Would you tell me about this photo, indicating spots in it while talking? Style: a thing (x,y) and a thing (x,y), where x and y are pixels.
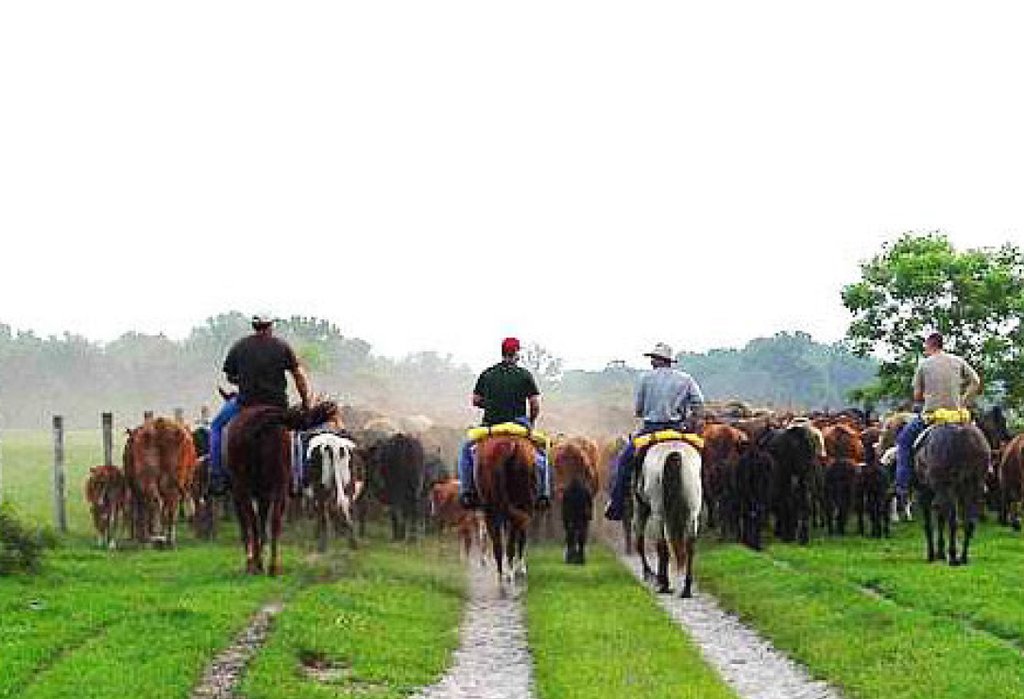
In this image there is the sky (392,212) truncated towards the top of the image (453,190), there are trees (390,365), there is a tree (33,375) truncated towards the left of the image (23,364), there is a tree (936,287) truncated towards the right of the image (961,264), there are horses (245,453), there are persons (922,398) on the horses (945,471), there is grass (292,615) truncated towards the bottom of the image (103,667), there is grass (114,677) truncated towards the left of the image (34,602), there is grass (1000,552) truncated towards the right of the image (992,590).
